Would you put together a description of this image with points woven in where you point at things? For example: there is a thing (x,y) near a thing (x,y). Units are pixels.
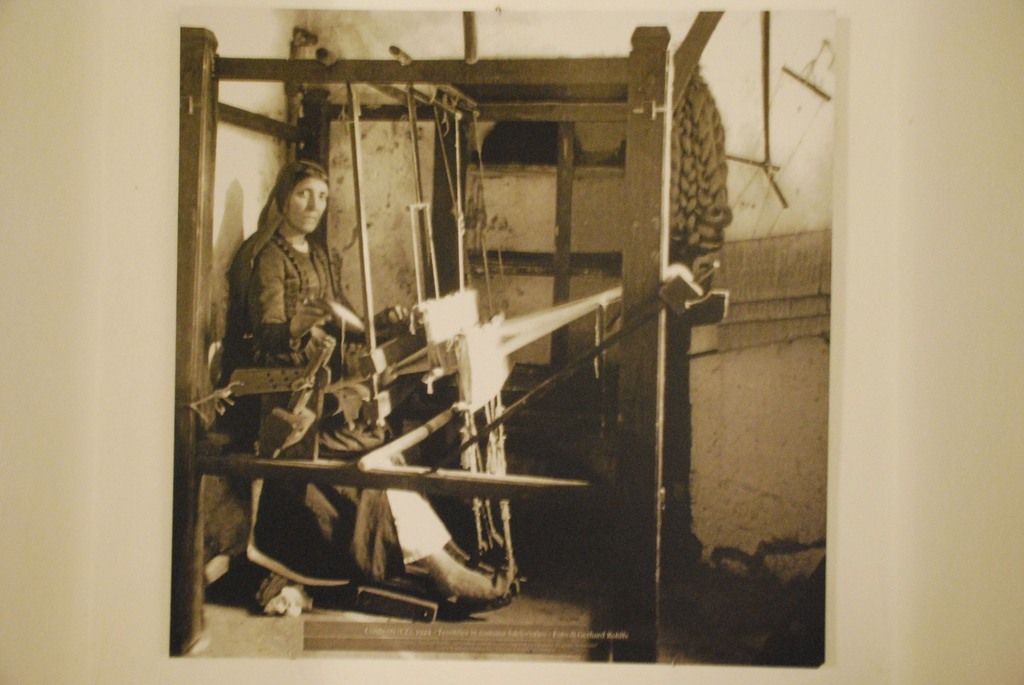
In this picture there is a woman (333,364) and there is a wooden object (310,394) in front of her.
